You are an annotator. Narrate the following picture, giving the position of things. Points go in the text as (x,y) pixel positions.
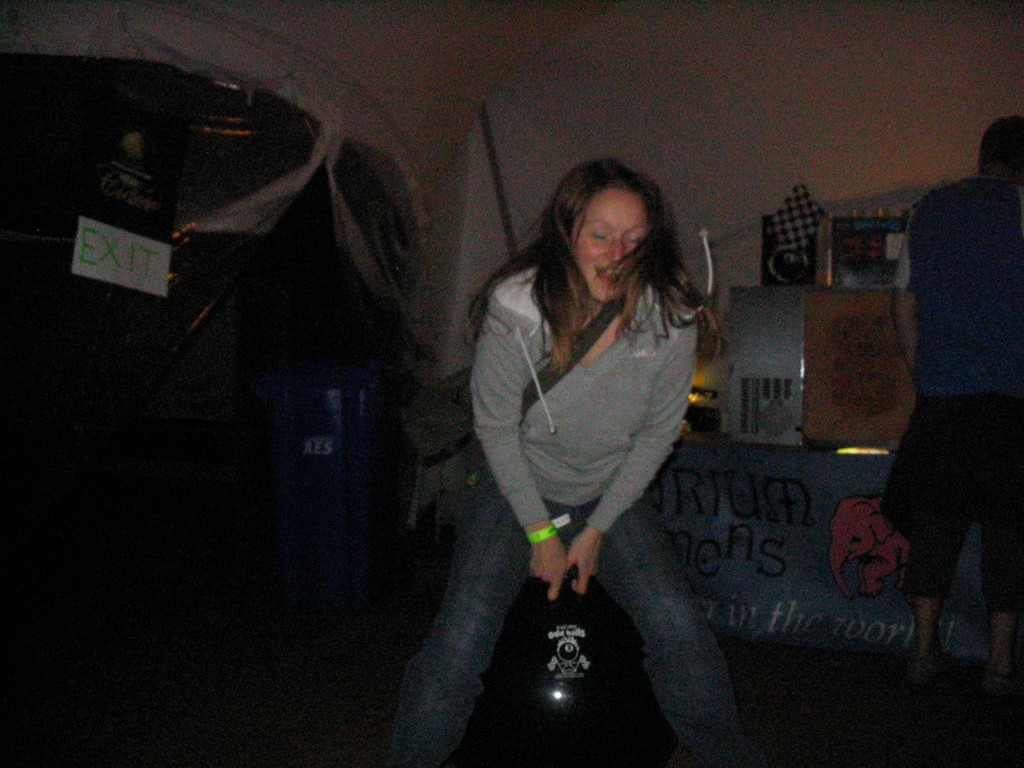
In this picture I can see a woman (608,343) in front (645,560) who is holding a thing (567,723) and behind her I can see a man (967,371). In the background (755,411) I can see number of things (782,307) and I see board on which there are words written and I can see the wall (446,120). I see that it is dark on the bottom left of this picture (182,636).
